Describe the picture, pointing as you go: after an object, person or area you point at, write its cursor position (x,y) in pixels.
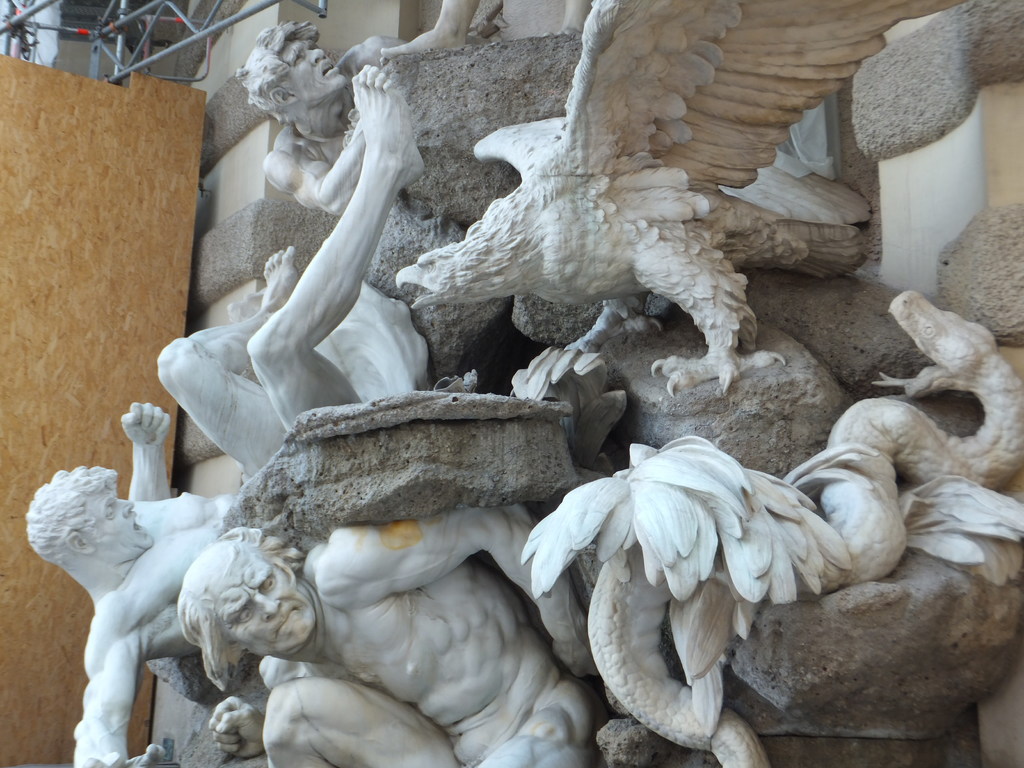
In this image we can see sculptures (585,399) and iron grill (150,27).
